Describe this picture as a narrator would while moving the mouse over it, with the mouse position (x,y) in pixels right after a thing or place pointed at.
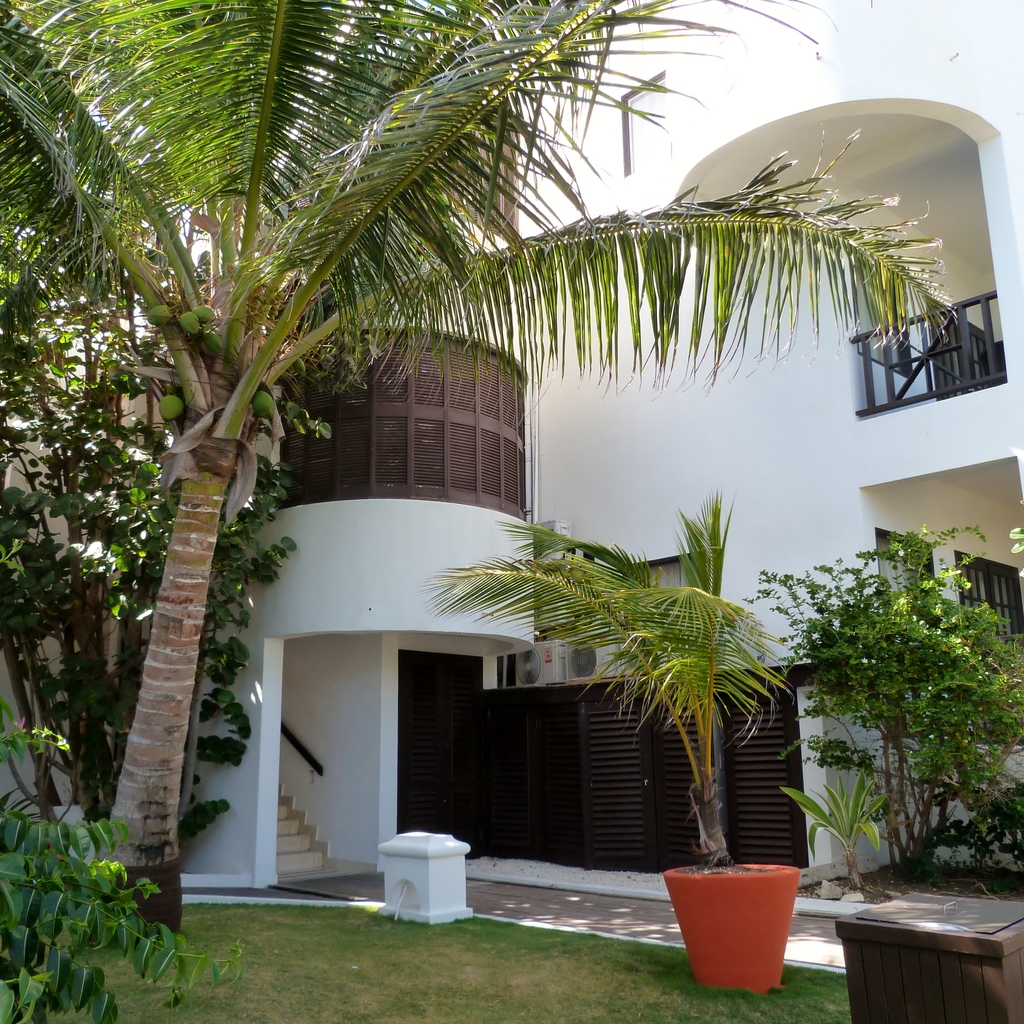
In this image there is a building (596,472) and trees (672,709). We can see plants (690,708). On the right (1019,972) there is a stool (956,954).
